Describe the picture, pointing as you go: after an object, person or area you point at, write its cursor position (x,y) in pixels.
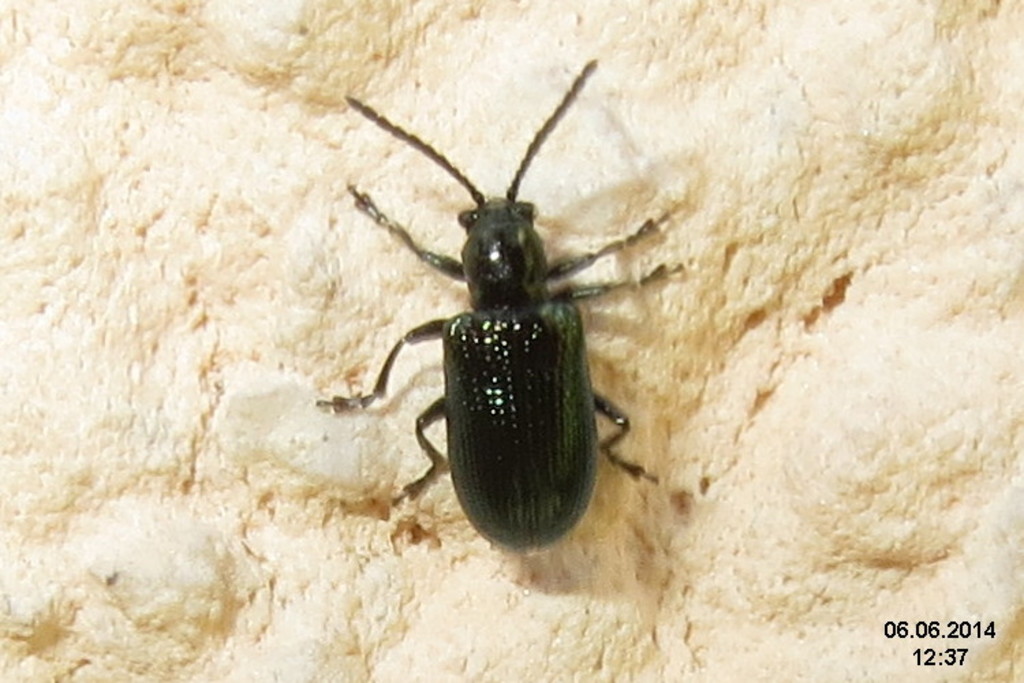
Here in this picture we can see an insect (452,370) present on a rough surface (280,306) over there.
